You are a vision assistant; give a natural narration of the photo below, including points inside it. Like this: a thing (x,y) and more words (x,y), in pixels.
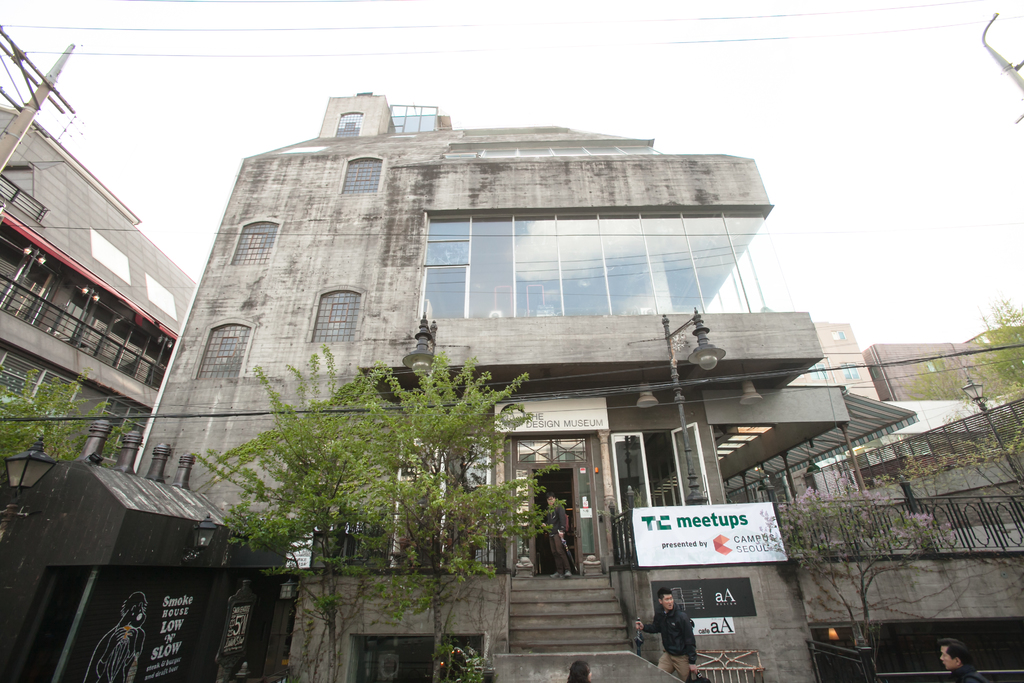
In this image we can see buildings (609,329), railing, poles (28,120), trees (847,495), electric wires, sky (238,117) and board (731,524). We can see people (663,612) are on the stairs (582,617) of the building (622,638).
